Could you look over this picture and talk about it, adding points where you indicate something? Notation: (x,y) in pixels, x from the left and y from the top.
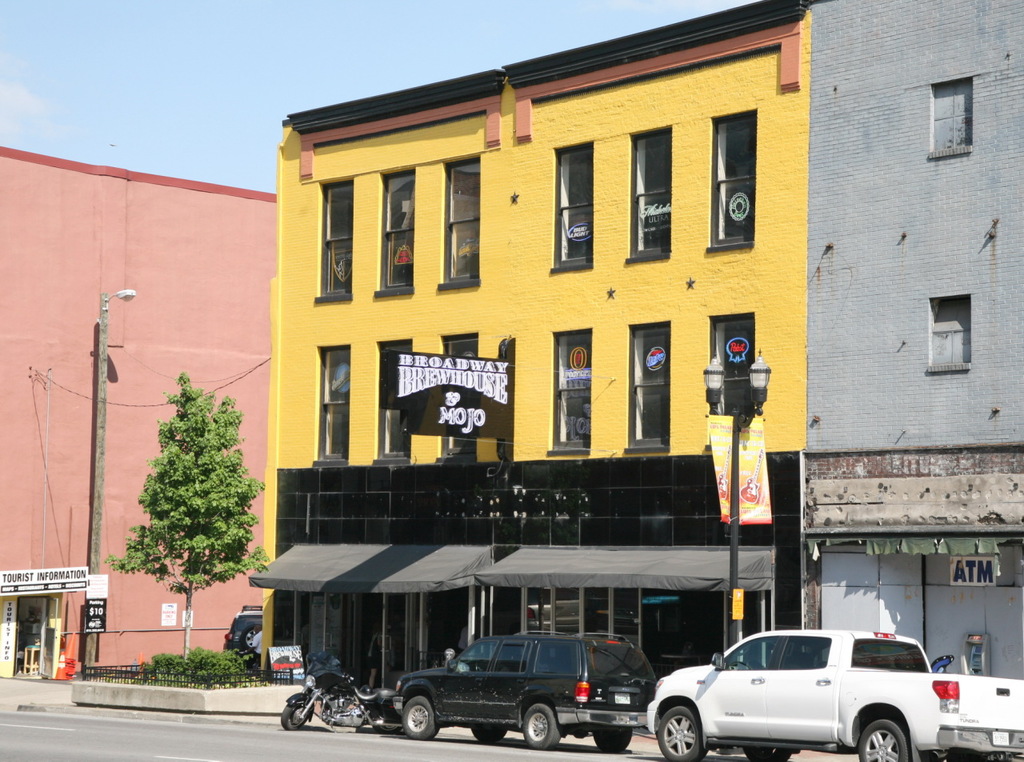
In this image, at the bottom (1021,705) we can see some vehicles (991,731) on the road (344,736) and on the left side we can see some poles (101,526) and at the back (276,619) we can see some building (578,167) and in the background (254,34) we can see the sky (215,90).
